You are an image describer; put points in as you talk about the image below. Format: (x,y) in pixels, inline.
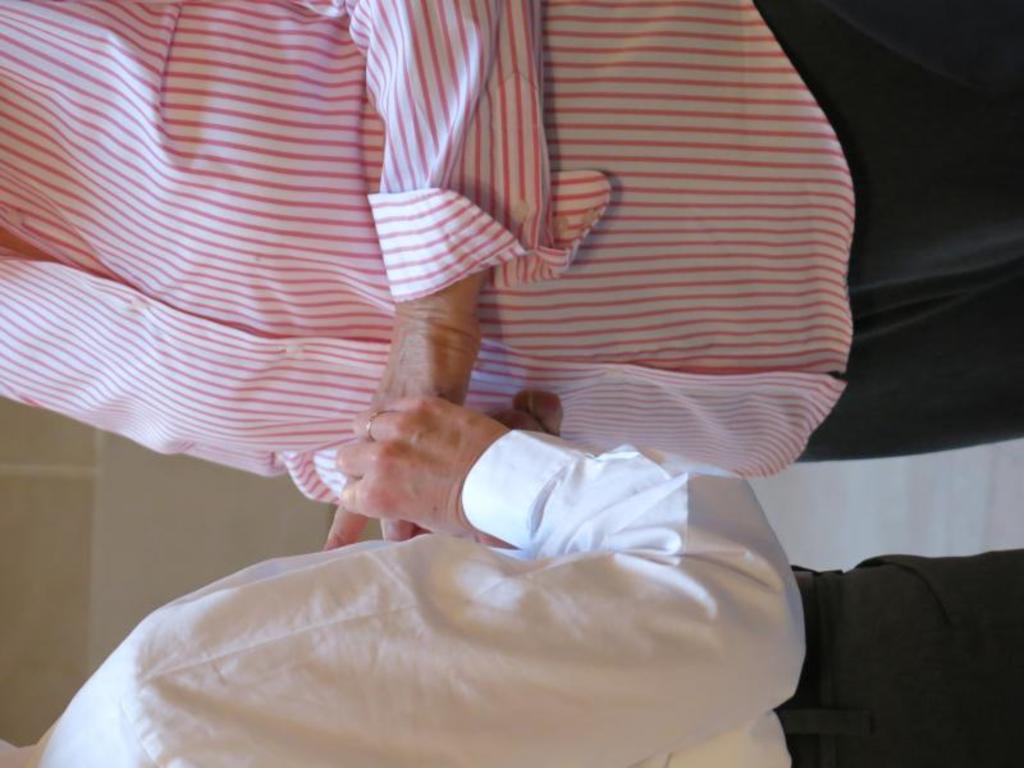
In this picture we can see couple of people (497,440).
